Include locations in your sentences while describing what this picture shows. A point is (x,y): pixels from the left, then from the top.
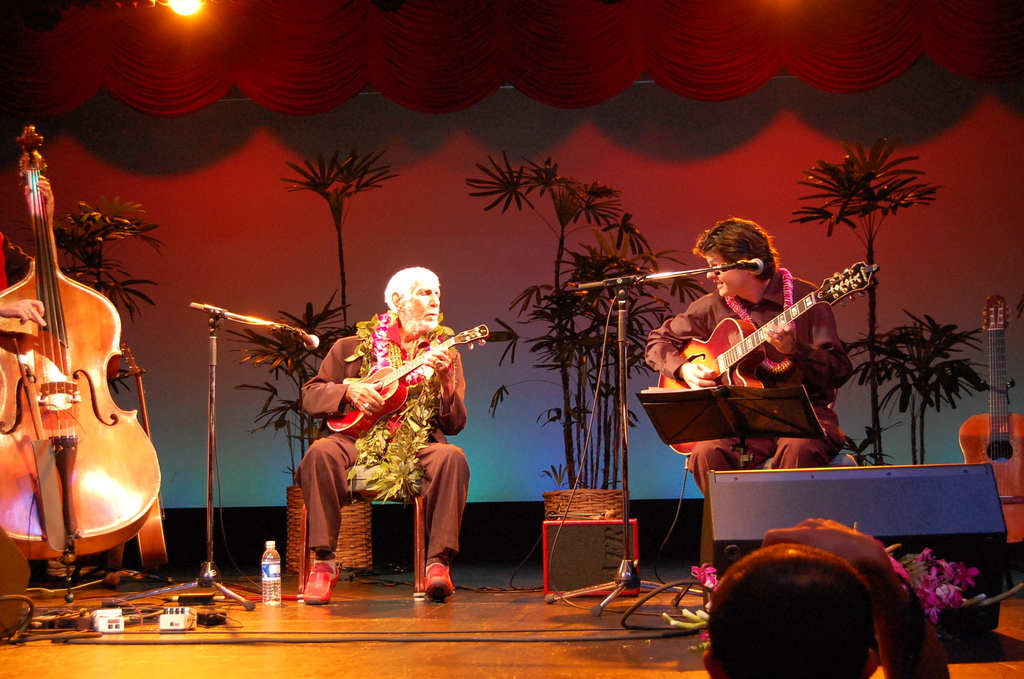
In this picture we can see a platform (342,655) where two men (425,462) are sitting and playing musical instruments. On the background of the picture (515,326) we can see few plant (869,241) and a curtain (561,67) and also a wall (460,206). This is a bottle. On the left side of the picture (48,314) we can see partial of the person (30,305) playing a musical instrument (82,433). Here we can see the head (801,598) of a man (716,600).
